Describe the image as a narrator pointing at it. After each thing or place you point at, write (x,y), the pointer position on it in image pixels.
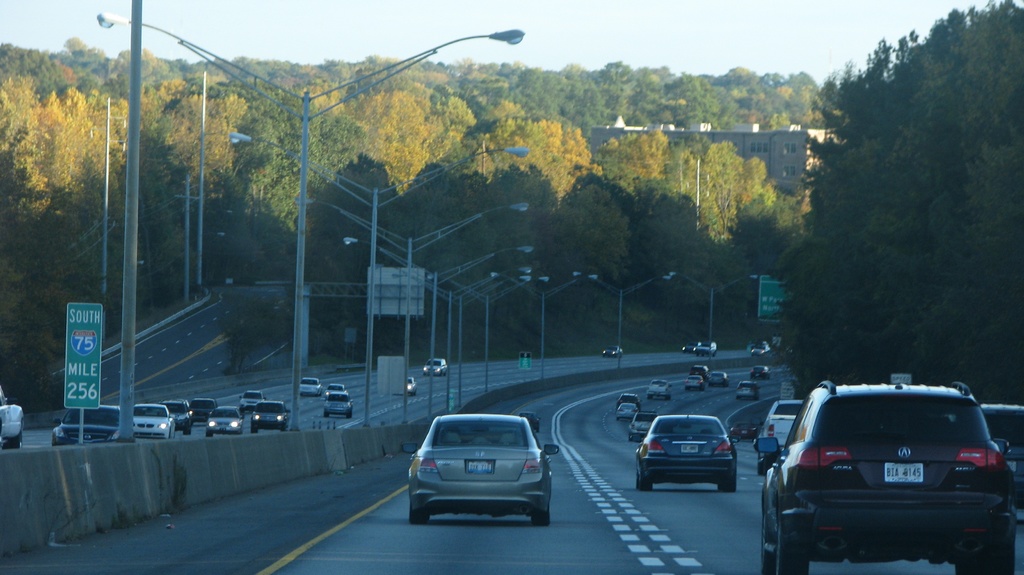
This is an outside view. Here I can see few cars (101,411) on the road (543,436). On the left side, I can see some street lights (306,300) on the divider (287,453). In the background (578,161) there are some trees (680,148) and a building (761,151). On the top of the image (686,15) I can see the sky (621,24).
